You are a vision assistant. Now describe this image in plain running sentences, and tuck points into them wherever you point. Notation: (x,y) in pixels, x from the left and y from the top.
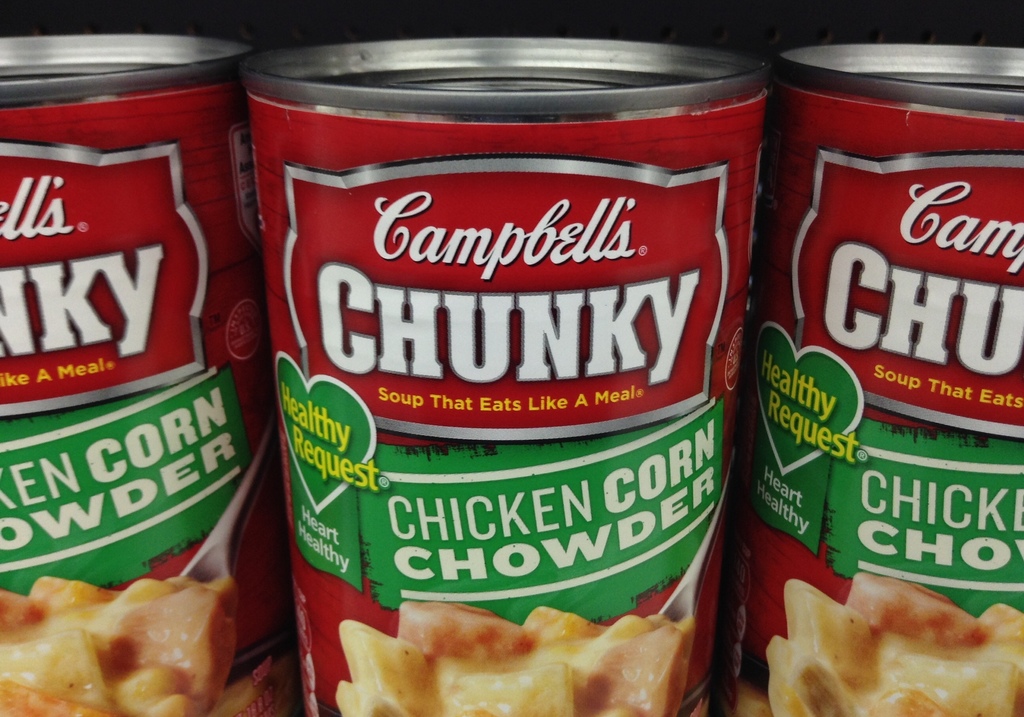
In this picture I can observe three red color tins (301,380) in the middle of the picture (462,260). I can observe text (41,200) on the tins (389,390).
